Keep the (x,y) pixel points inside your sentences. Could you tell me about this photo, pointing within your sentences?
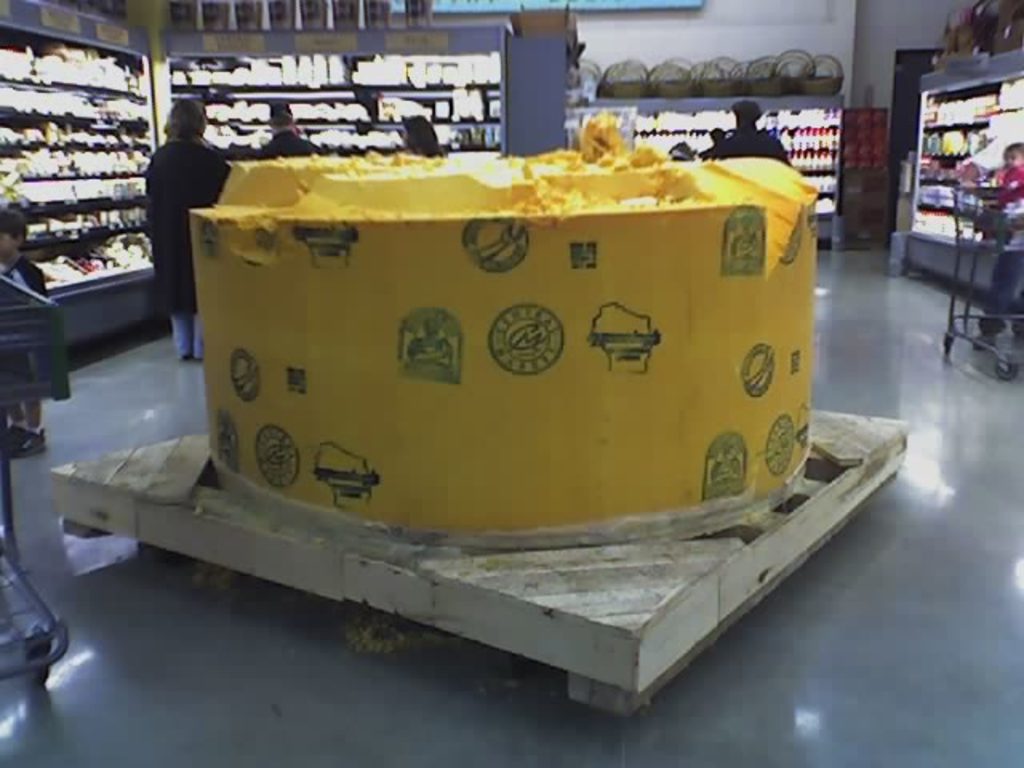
In the middle (534,442) I can see the yellow color object (482,439) kept on the wooden table (593,584) and I can see a boy (26,283) visible on the left side (17,222) and I can see a baby (1012,168) and person (1018,284) and a trolley (994,226) visible on the right side (1012,181), in the middle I can see persons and racks (993,170), in racks (671,118) I can see some objects (213,108) and I can see the wall (770,44).
